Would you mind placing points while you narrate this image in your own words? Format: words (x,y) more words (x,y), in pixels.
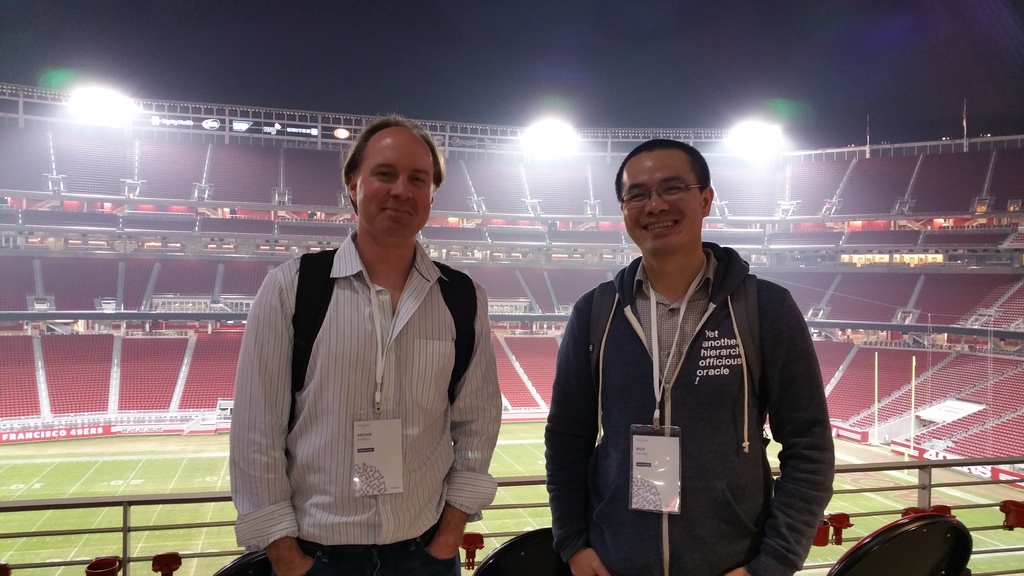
In this image there are two persons (469,365) wearing id cards (381,444) and smiling. In the background (187,348) we can see a stadium (160,312) and also playground (126,462). Lights (129,114) are also visible.
